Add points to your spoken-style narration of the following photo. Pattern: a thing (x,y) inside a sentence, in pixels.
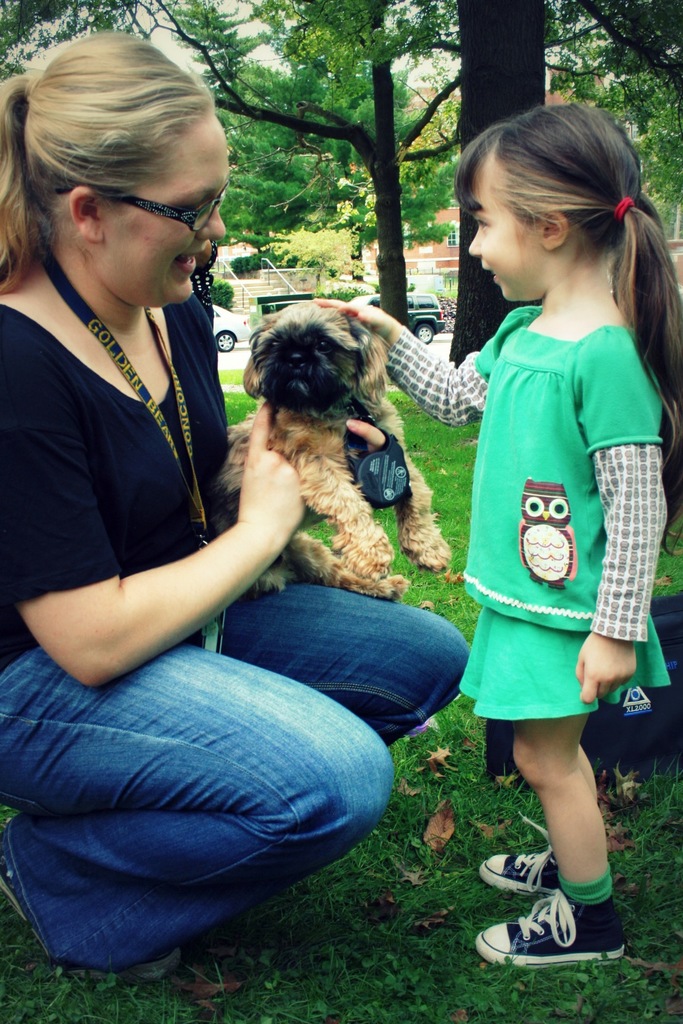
This image consists of two persons (558,478) a kid (527,594) on the right side (490,240), a woman (256,559) on the left side (173,726). Woman (245,480) is holding a dog (316,448). There are trees (420,149) on the back side (475,17) and there is a Grass (344,1021) in the bottom (464,944).
